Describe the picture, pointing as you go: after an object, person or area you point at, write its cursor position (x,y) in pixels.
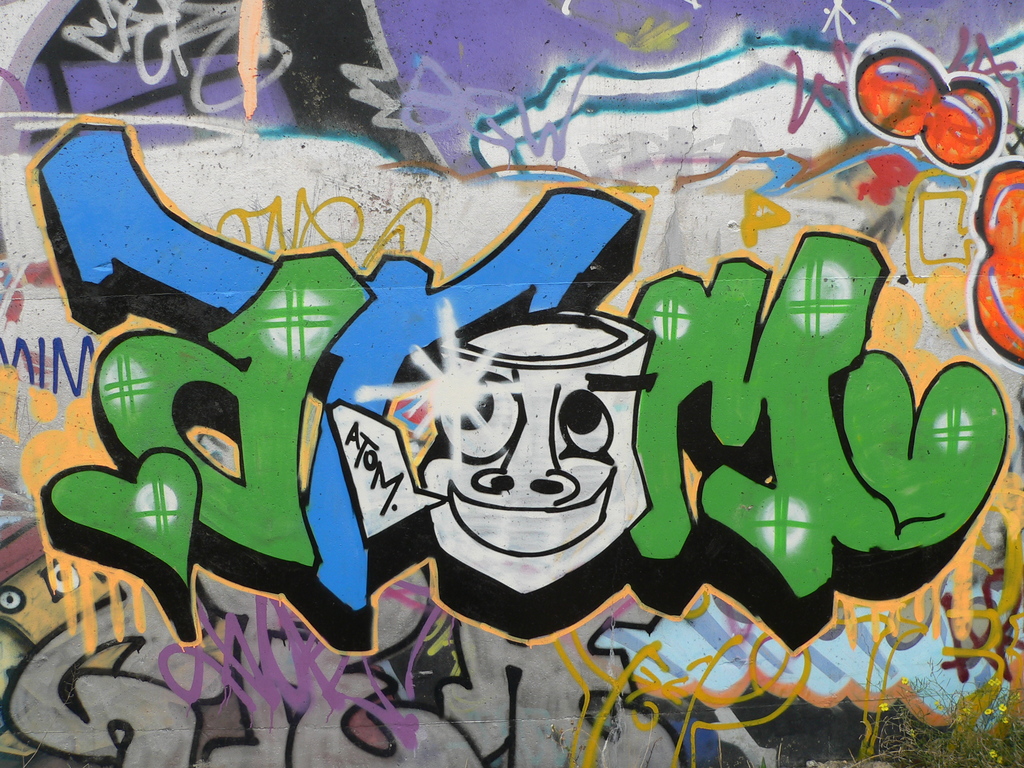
In this image I can see the wall painting (609,325) and something is written on it with different color. I can see few yellow color flowers (1006,703) and the dry plant (957,715).
